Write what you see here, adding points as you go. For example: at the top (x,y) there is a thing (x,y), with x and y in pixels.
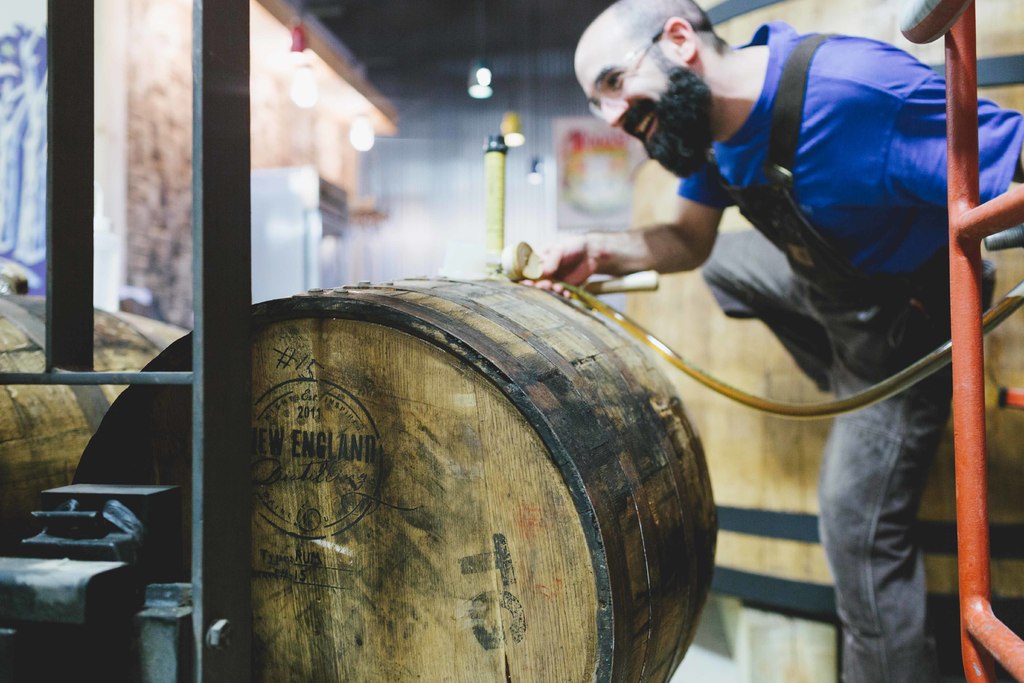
In this image I can see barrels (495,479). There is a person (736,303) holding a pipe (598,306). In the bottom left (250,531) and bottom right corners there are metal objects (90,77). There are lights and the background (493,98) is blurry.
